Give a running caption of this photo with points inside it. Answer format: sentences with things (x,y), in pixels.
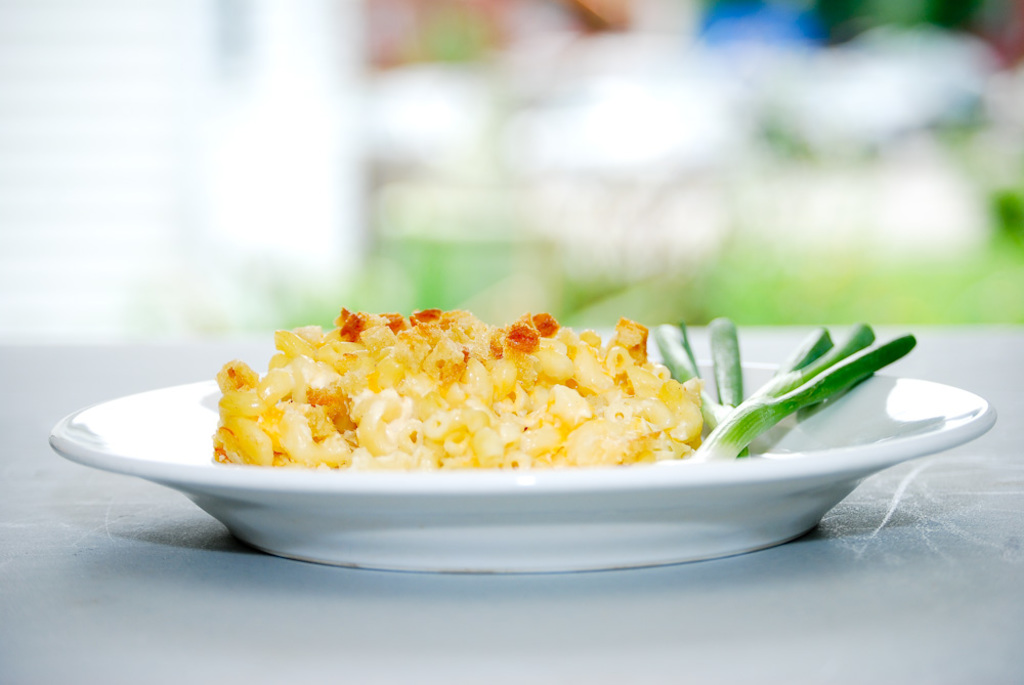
In this image, we can see food (395,406) on the plate (402,505), which is placed on the table (48,478) and the background (98,113) is not clear.
